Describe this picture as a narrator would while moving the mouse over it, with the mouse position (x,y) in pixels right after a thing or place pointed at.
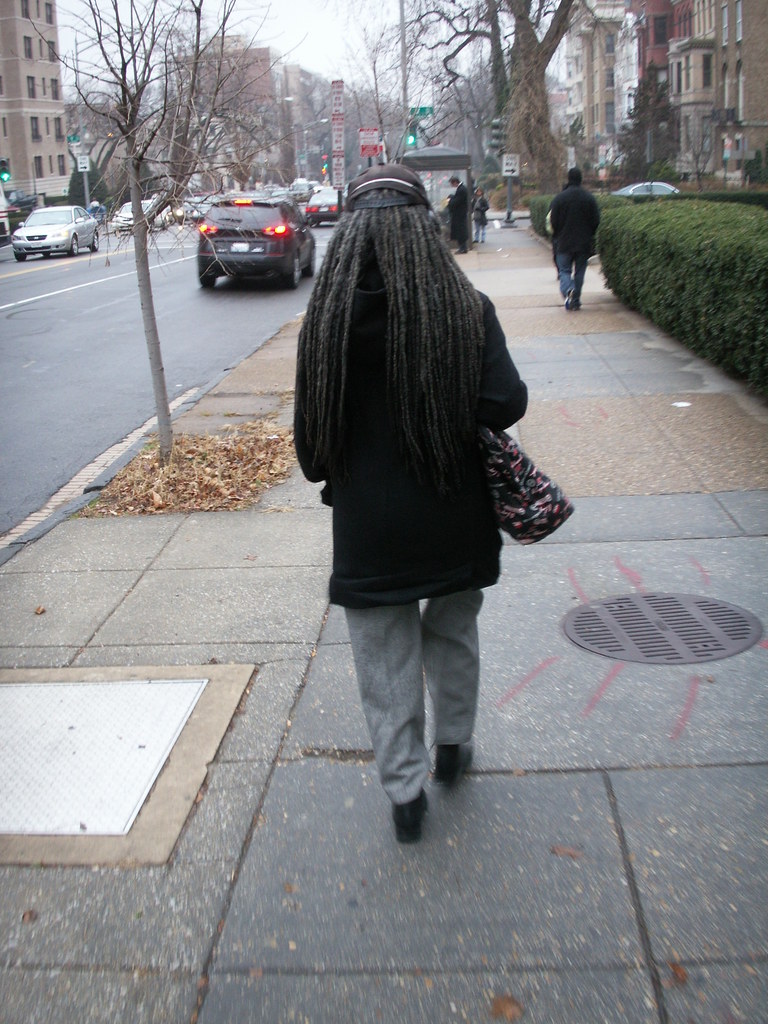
In this image we can see people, vehicles (43,225), road (12,265), boards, poles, plants (620,256), bare trees (152,7), and buildings (737,0). In the background (304,60) there is sky (446,4).
